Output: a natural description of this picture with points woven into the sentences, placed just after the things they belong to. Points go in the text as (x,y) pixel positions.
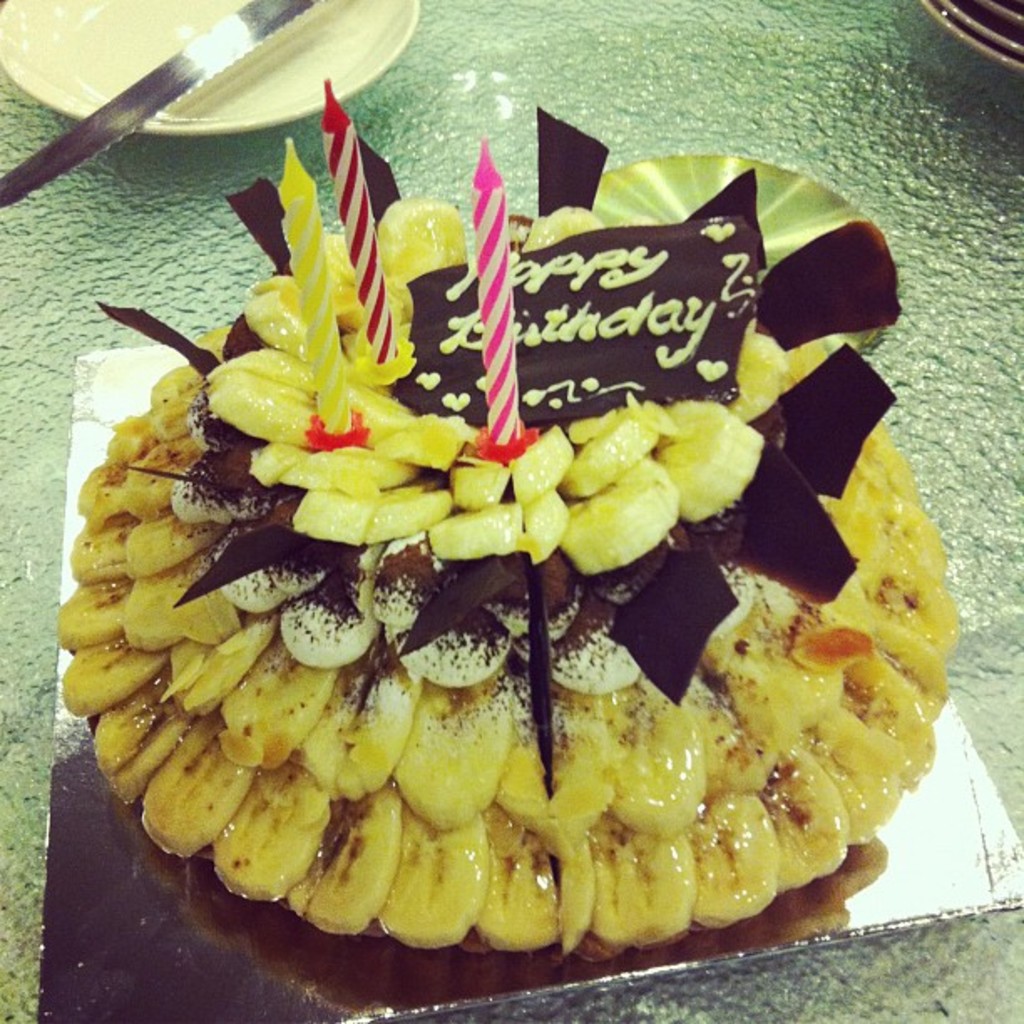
In the foreground of the picture (469,513) there is a cake (479,501), on the cake (414,402) there are candles (354,249). On the left (222,64) there is a plate (113,82) and knife (126,113). On the right (970,31) there are plates (978,28).
